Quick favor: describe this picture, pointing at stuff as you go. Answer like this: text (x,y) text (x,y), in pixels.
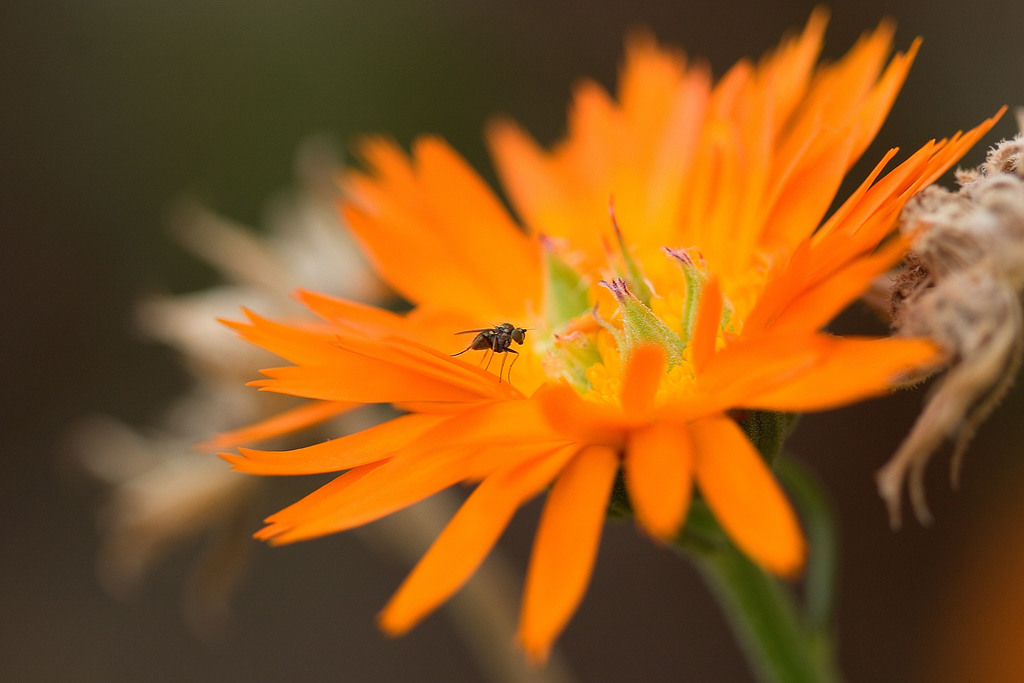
In this picture I can observe an orange color flower (701,341). There is a fly (498,349) on the flower (457,312). The background (183,210) is completely blurred.
